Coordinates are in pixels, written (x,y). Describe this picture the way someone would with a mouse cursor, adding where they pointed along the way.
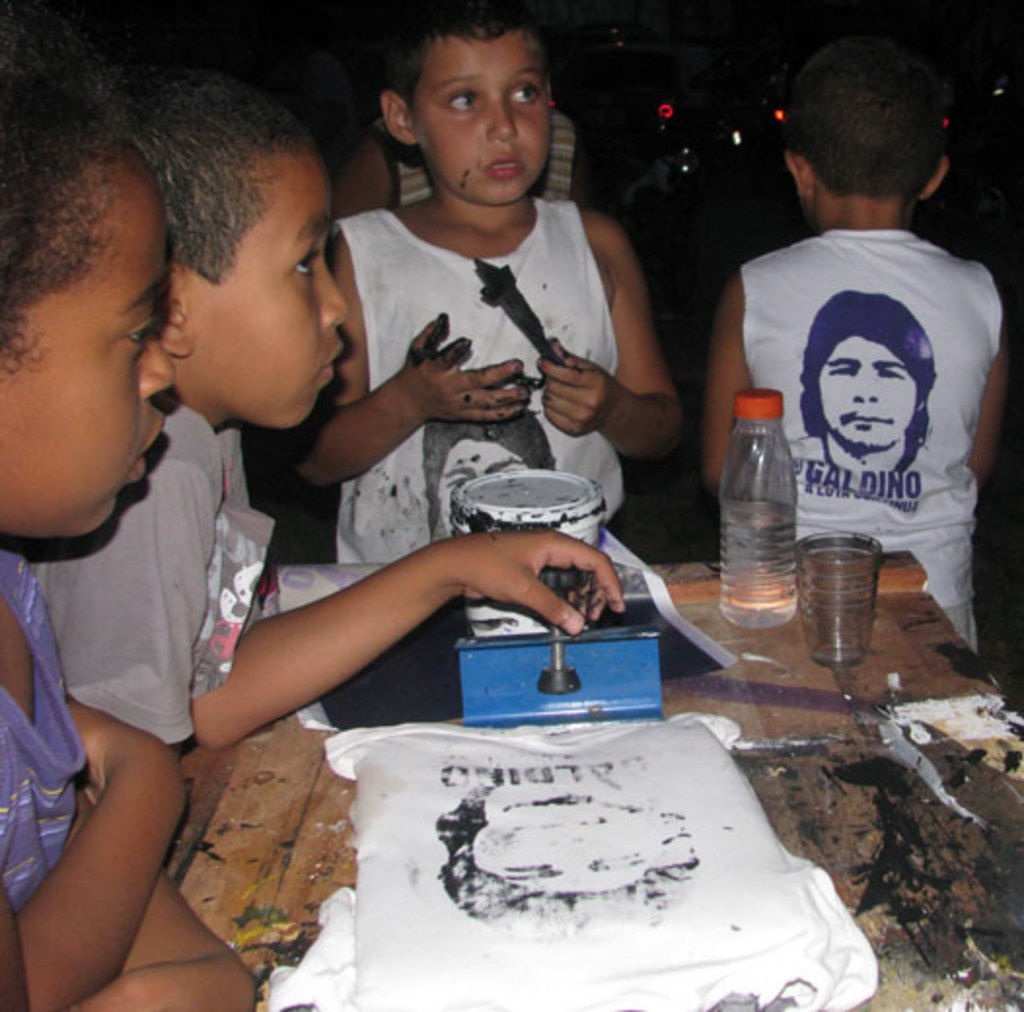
In this image we can see the kids (827,308). We can also see a glass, bottle (758,417) and some other objects (612,662) on the table (912,765). We can see a painting box (551,507). In the background (733,140) we can see the lights (736,140).
